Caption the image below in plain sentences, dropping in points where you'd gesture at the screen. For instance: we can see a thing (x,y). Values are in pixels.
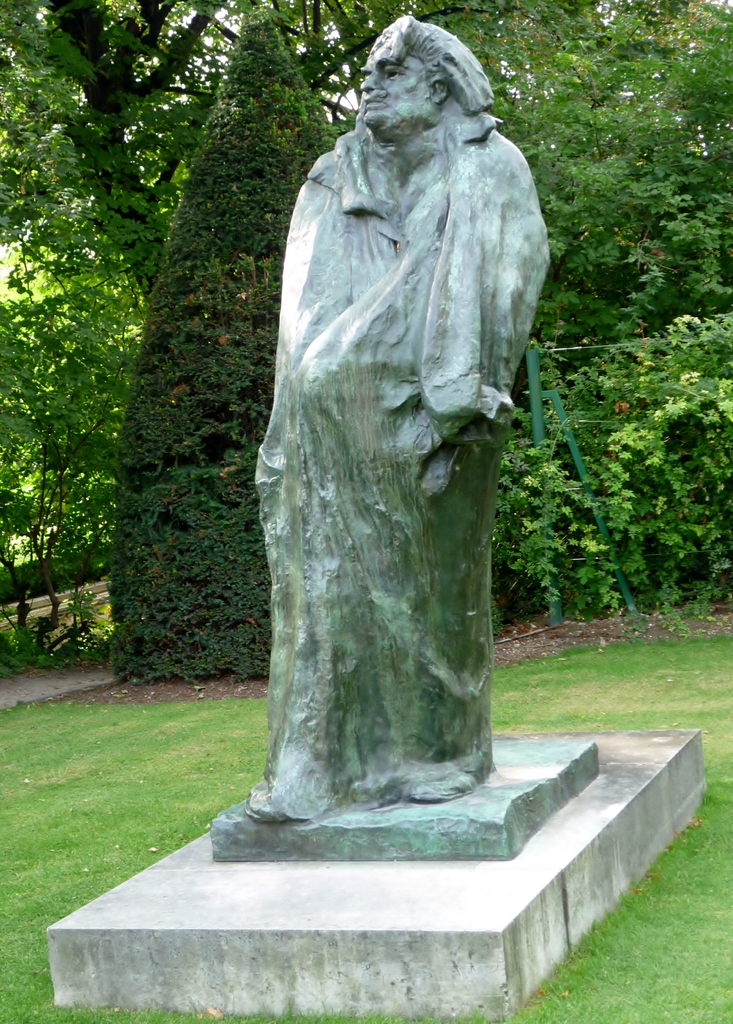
In this image we can see a statue (431,494) in the middle of the image (299,642) and there are some trees (299,115) in the background (197,326) and grass (651,701) on the ground (660,705).
